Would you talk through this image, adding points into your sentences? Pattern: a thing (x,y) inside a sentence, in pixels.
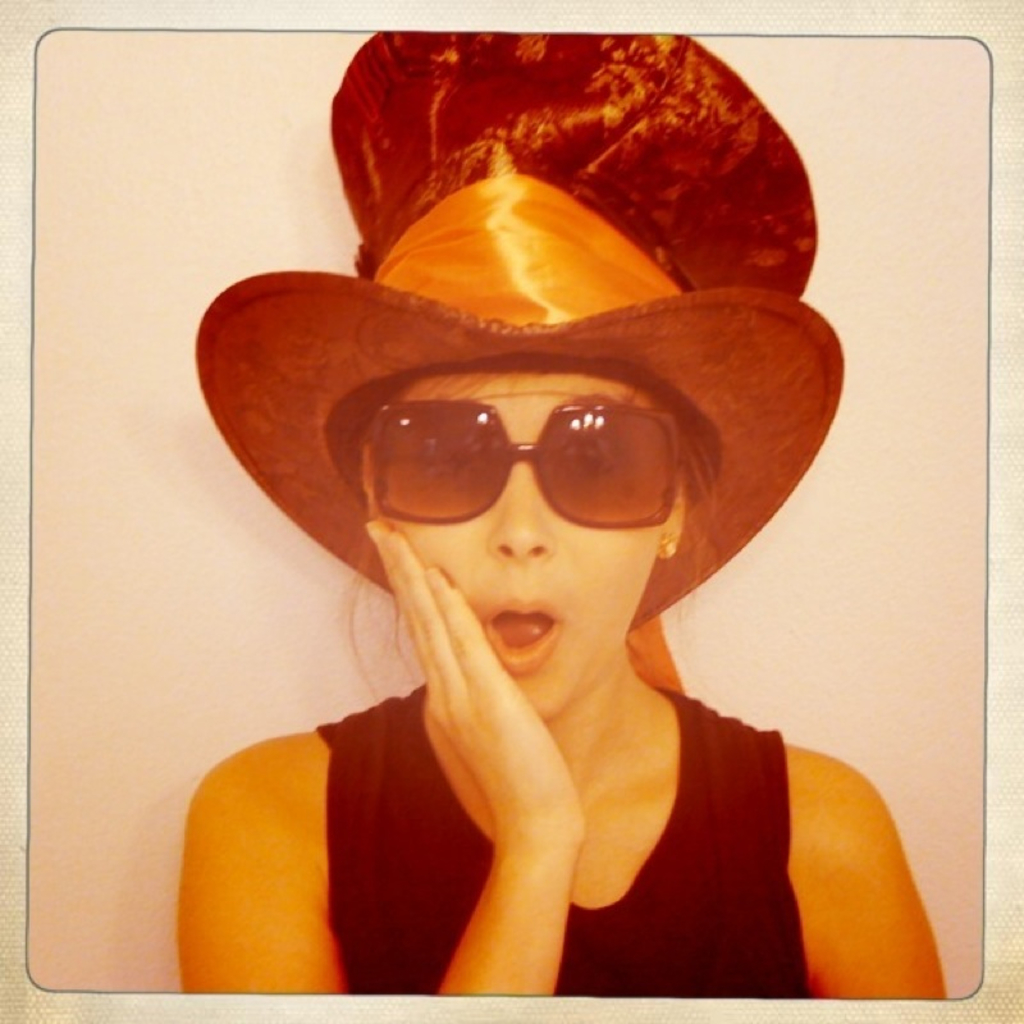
In the center of the image (452,400) we can see a lady (459,695). She is wearing a hat (289,344). In the background (166,333) there is a wall (123,509).
